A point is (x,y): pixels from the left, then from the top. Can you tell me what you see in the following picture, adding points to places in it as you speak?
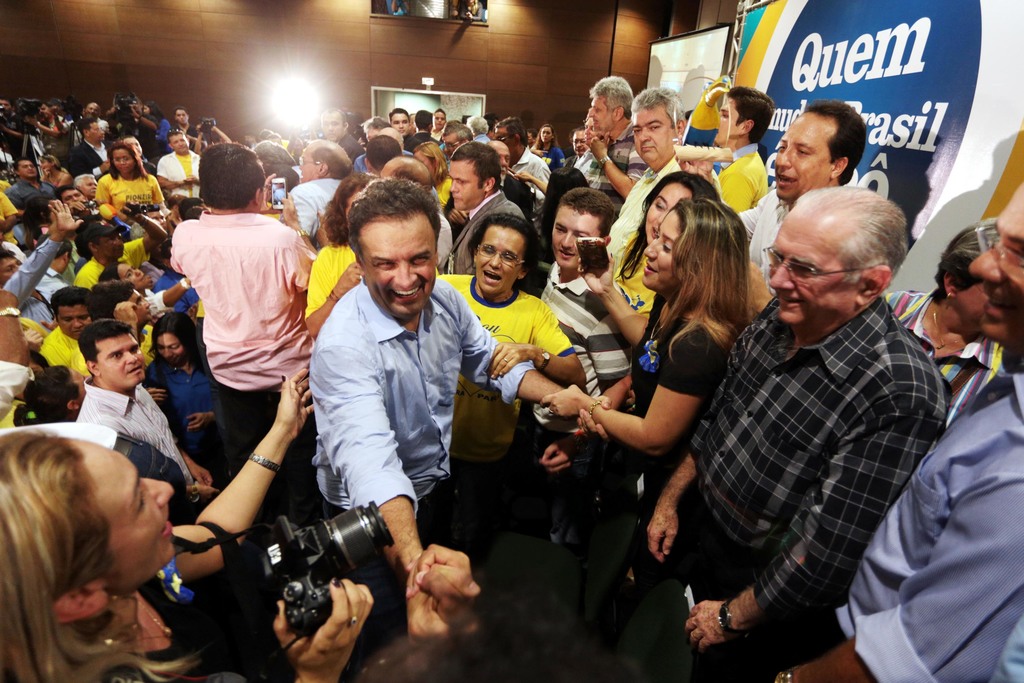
In this image I see number of people (443,109) who are standing and I see few people (289,656) are holding the camera (30,109) in their hands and I can also see few people (513,328) are smiling.
